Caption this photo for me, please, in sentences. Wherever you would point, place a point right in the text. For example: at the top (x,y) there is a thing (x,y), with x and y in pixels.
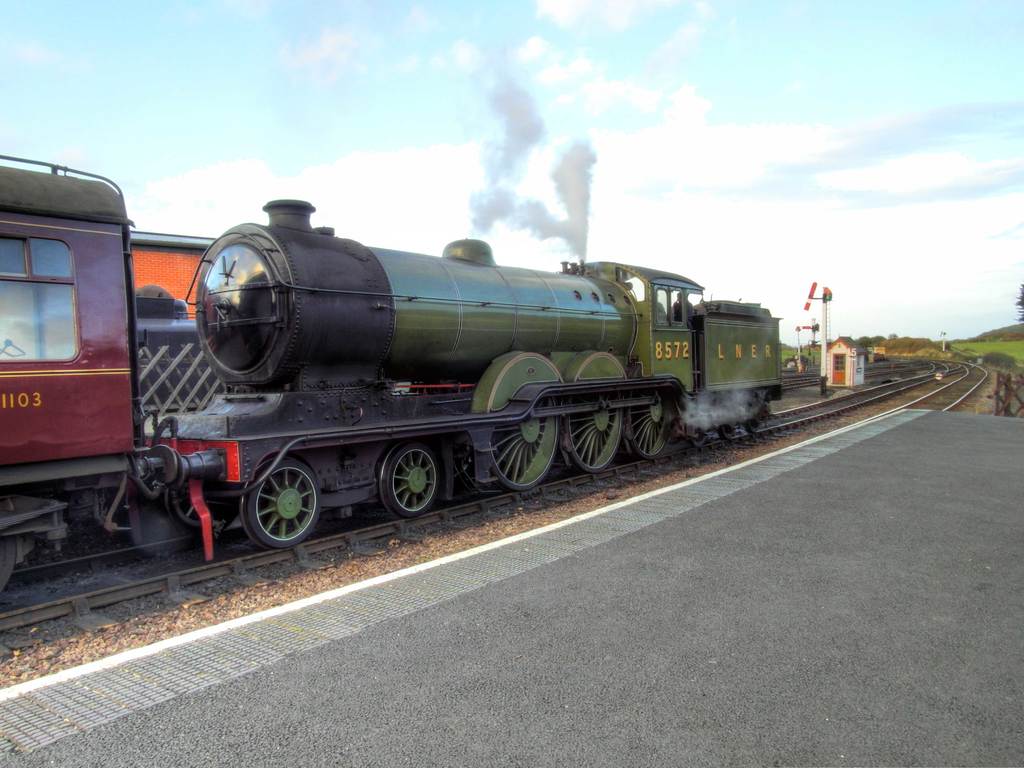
In this image I can see the road (759,587), few railway tracks (934,405) on the ground (830,390), a small shed (839,373), few poles (828,341) and a train (523,332) which is green, black and maroon in color on the track (965,393). In the background (834,145) I can see the sky (670,103).
